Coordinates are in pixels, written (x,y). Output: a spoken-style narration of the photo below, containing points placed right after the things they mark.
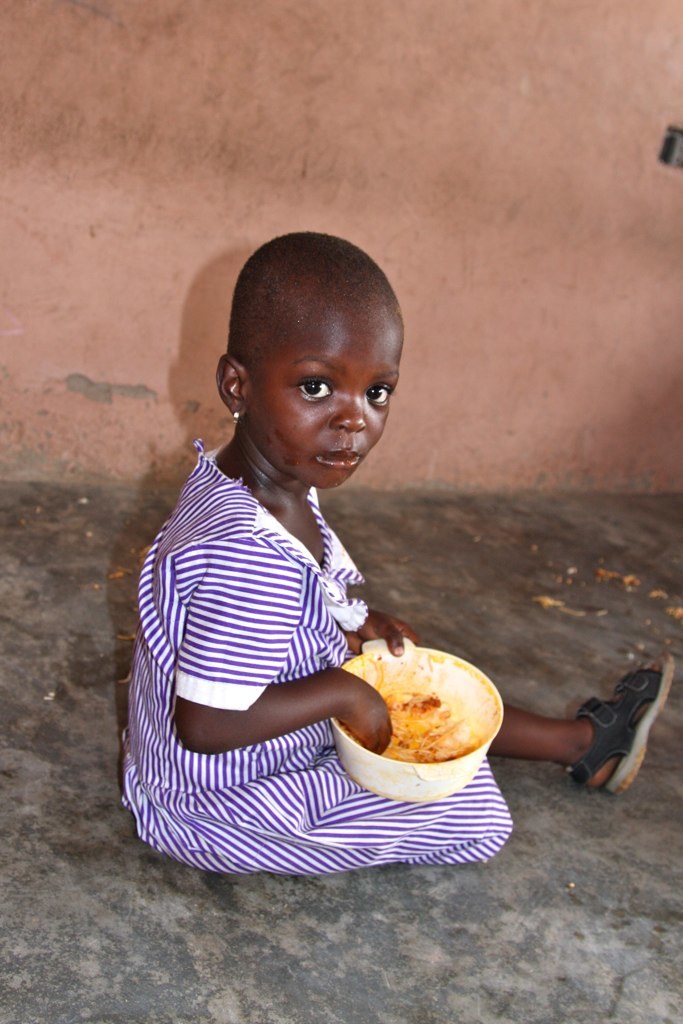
In the image there is a girl (250,549) sitting on the floor (10,638) and eating food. Behind the girl (232,479) there is a wall (548,313).
